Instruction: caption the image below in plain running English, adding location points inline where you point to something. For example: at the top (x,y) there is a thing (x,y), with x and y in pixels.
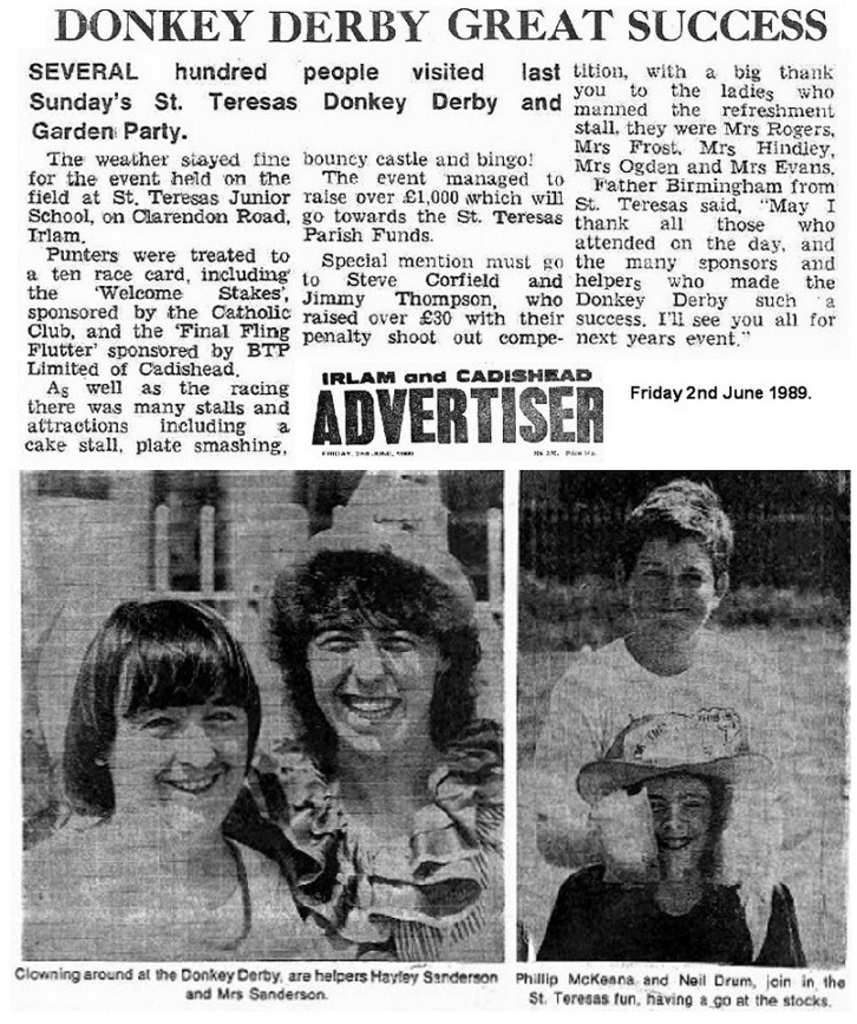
In this image there is an article (851,710) of a newspaper (788,231), in this there is some text (370,379) and there are two images (451,777).
